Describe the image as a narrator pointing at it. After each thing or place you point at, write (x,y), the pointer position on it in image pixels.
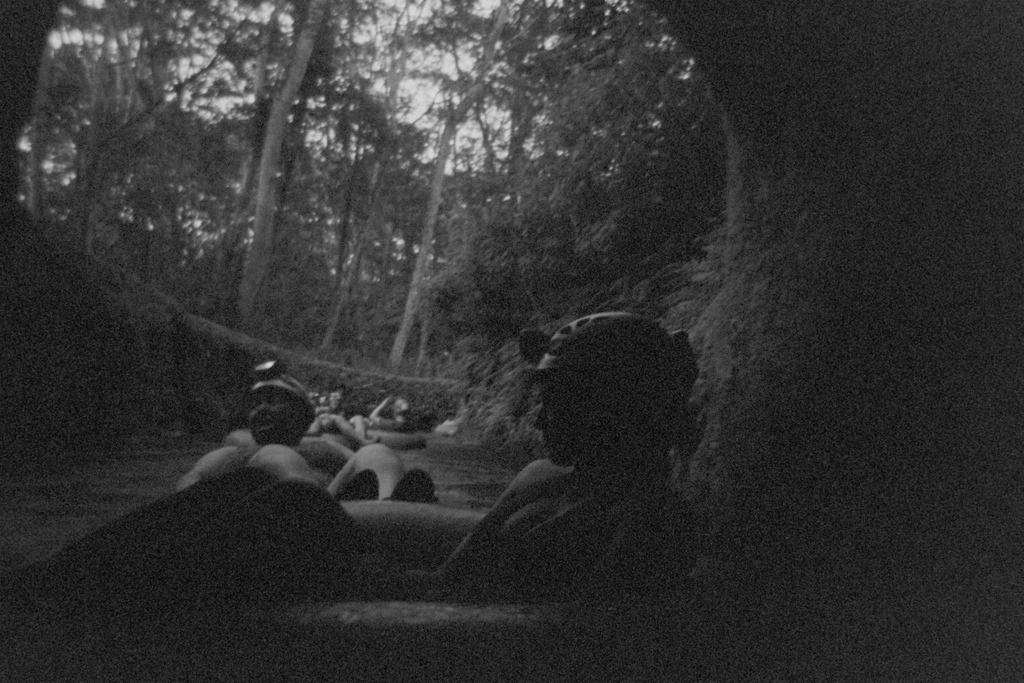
It is a black and white image there are few people (336,419) floating on the water surface (189,461) and behind those people (626,371) there are many tall trees (137,61).
